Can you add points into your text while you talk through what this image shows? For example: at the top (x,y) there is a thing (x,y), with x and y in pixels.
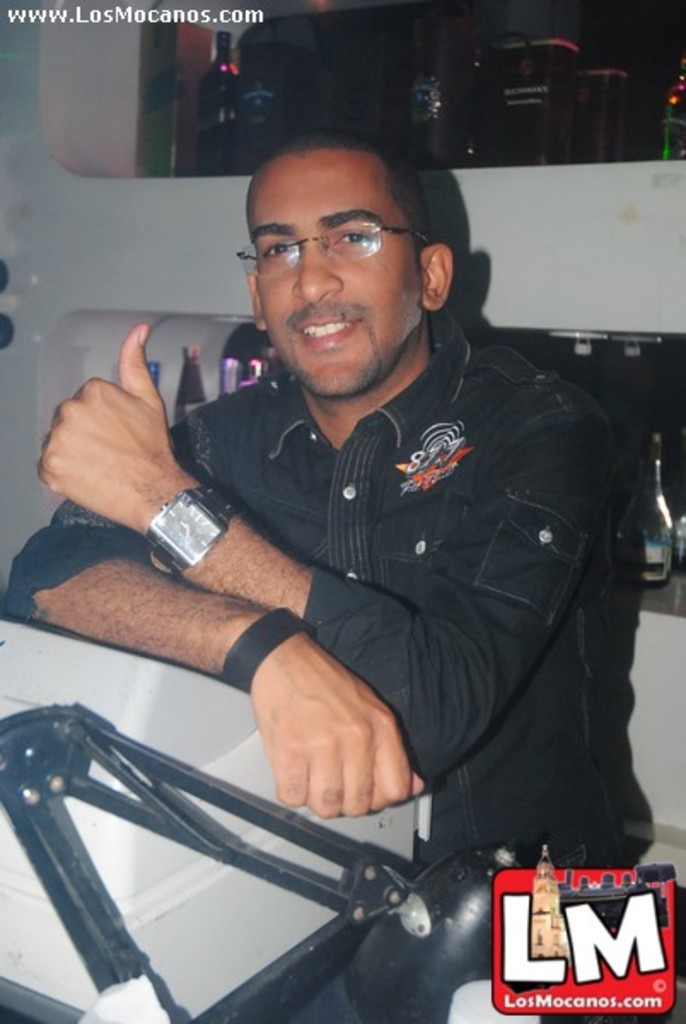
In this image, we can see a man (524,621) sitting and he is wearing specs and a watch (224,532), in the background (672,115) there are some bottles (674,127), we can see a white color object (122,788).
